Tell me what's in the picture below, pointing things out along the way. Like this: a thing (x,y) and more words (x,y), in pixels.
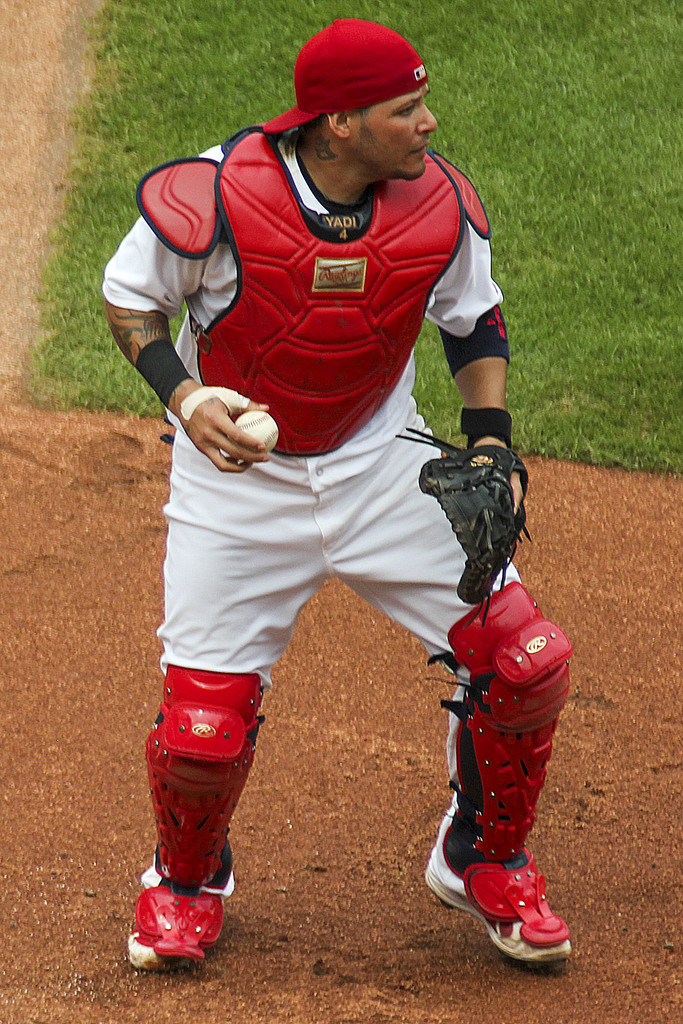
In the foreground of this image (390,512), there is a man (390,512) standing wearing, a red jacket (347,314), knee pads (504,765) and the glove (468,489). He is holding a ball (268,425) in his hand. In the background (597,504), there is the ground (596,498) and the grass (485,82).
